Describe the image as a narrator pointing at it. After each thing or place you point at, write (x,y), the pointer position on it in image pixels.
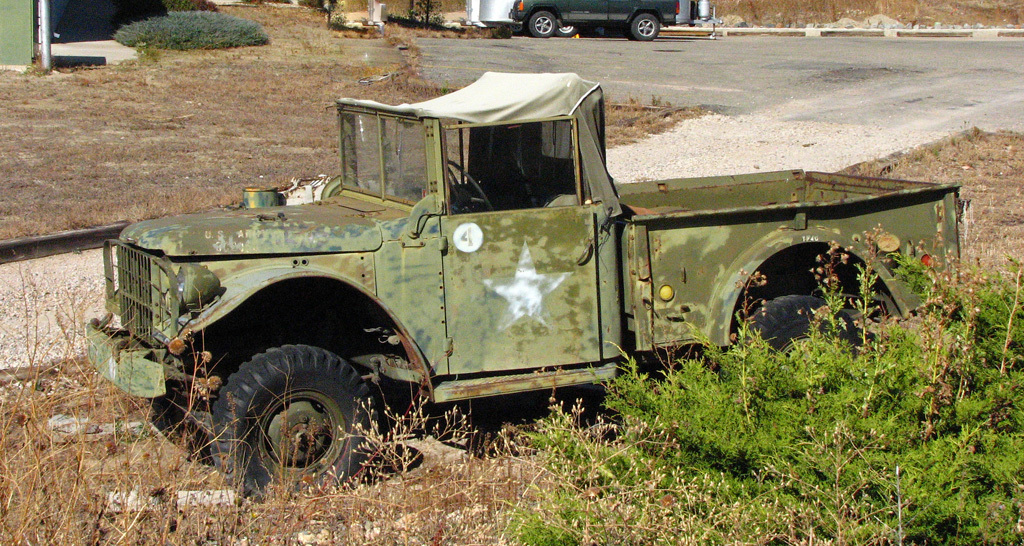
In this image in the front (945,419) there are plants (786,435) and there is dry grass (356,501). In the center (483,270) there is a vehicle (484,244) which is green in colour. In the background (174,21) there are plants (203,22) and there is a pole (48,38) and there are vehicles (618,13).
